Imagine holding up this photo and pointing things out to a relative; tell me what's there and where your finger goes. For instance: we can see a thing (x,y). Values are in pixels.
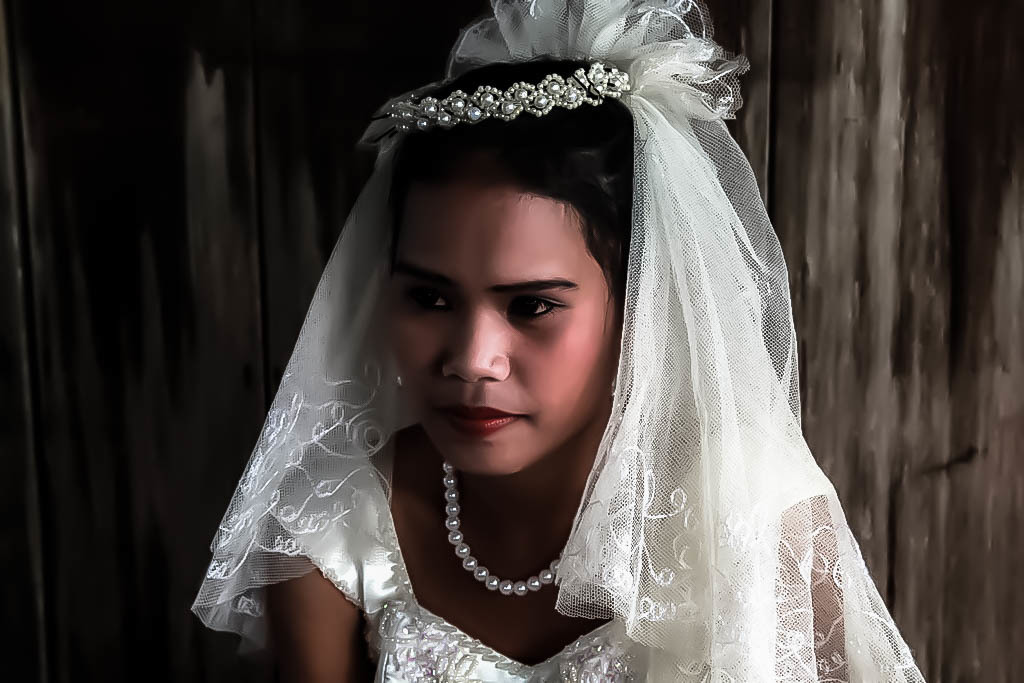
In this image we can see a person (499,414) wearing a white color dress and there is a pearl set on her neck (509,546).
